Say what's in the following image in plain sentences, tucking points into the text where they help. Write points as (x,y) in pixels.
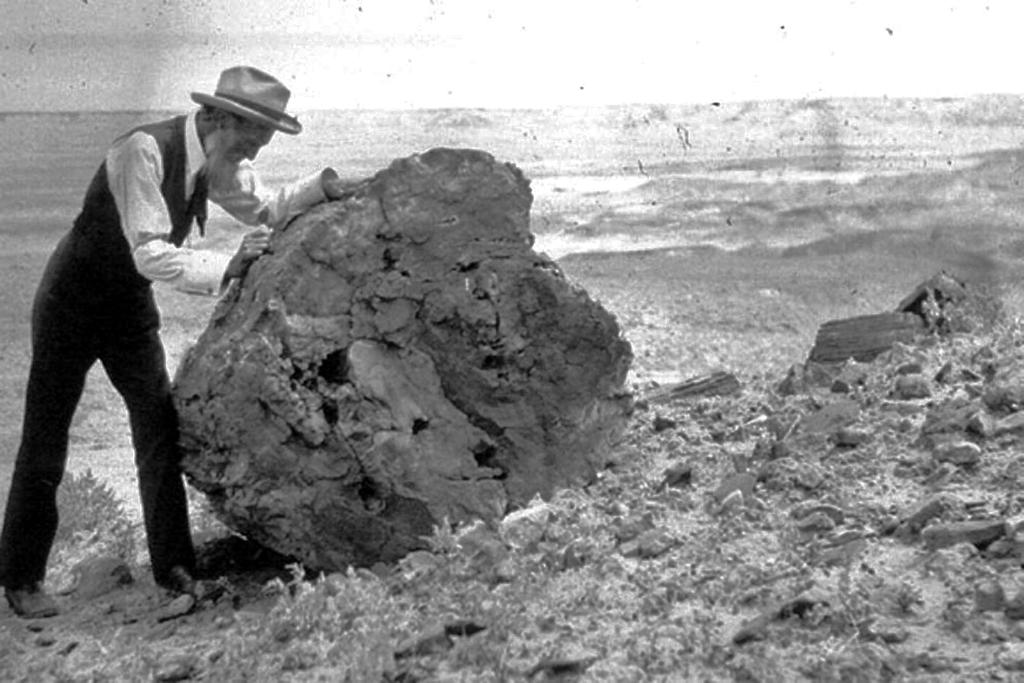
This is a black and white image. In this image we can see a person (301,205) wearing hat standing beside a rock (214,424) keeping his hands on it. We can also see some stones (467,546) on the ground (653,509).
